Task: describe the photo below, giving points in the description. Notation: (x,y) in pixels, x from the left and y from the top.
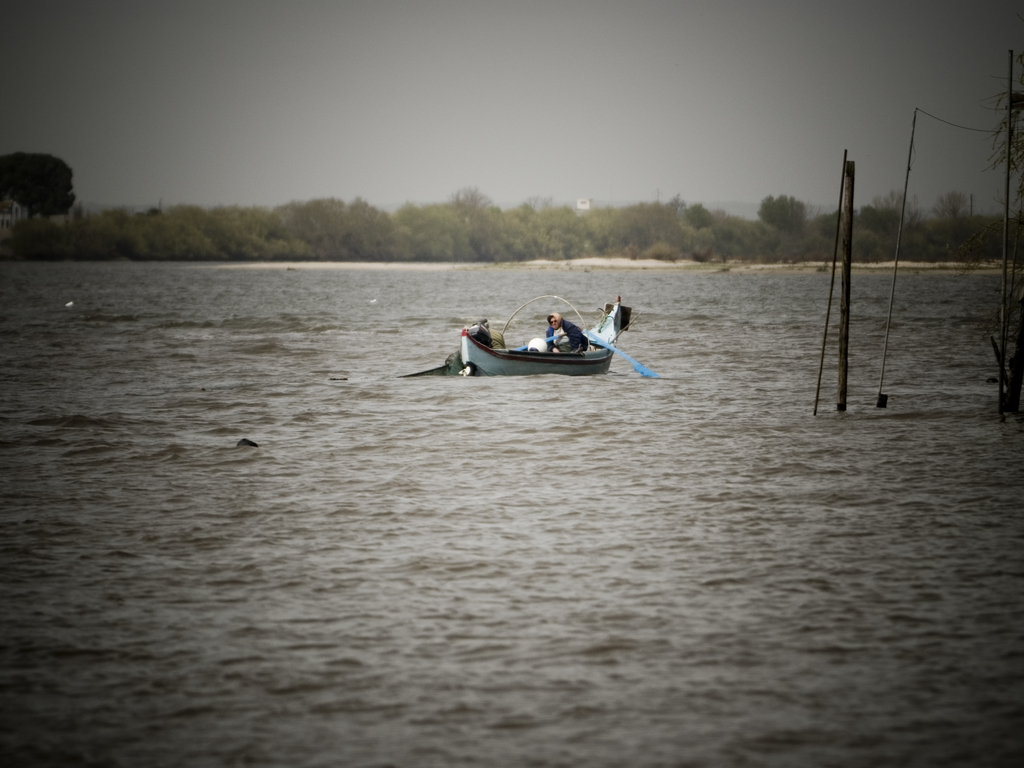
In this image there is a boat (594,374) sailing on the surface of the water (609,542). There is a person (549,331) on the boat (594,360). He is holding an oar (646,375). Right side there are poles (1006,401). Background (997,229) there are trees (20,171). Top of the image (469,118) there is sky (469,118).
